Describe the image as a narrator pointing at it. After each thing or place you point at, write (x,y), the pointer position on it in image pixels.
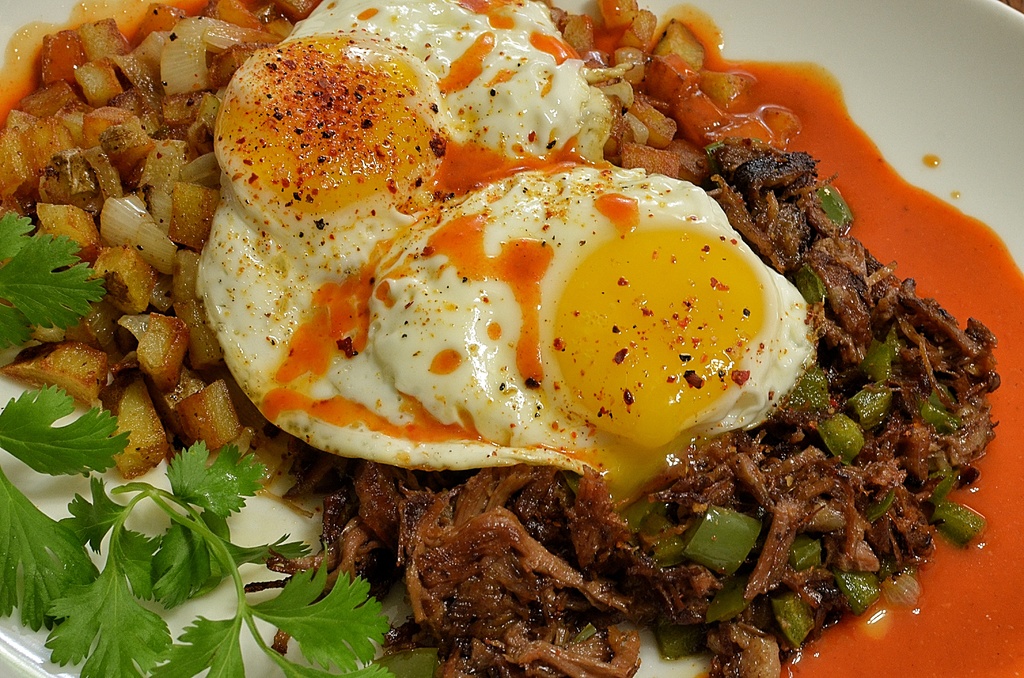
In the picture there is a plate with the food items (384,477) present.
